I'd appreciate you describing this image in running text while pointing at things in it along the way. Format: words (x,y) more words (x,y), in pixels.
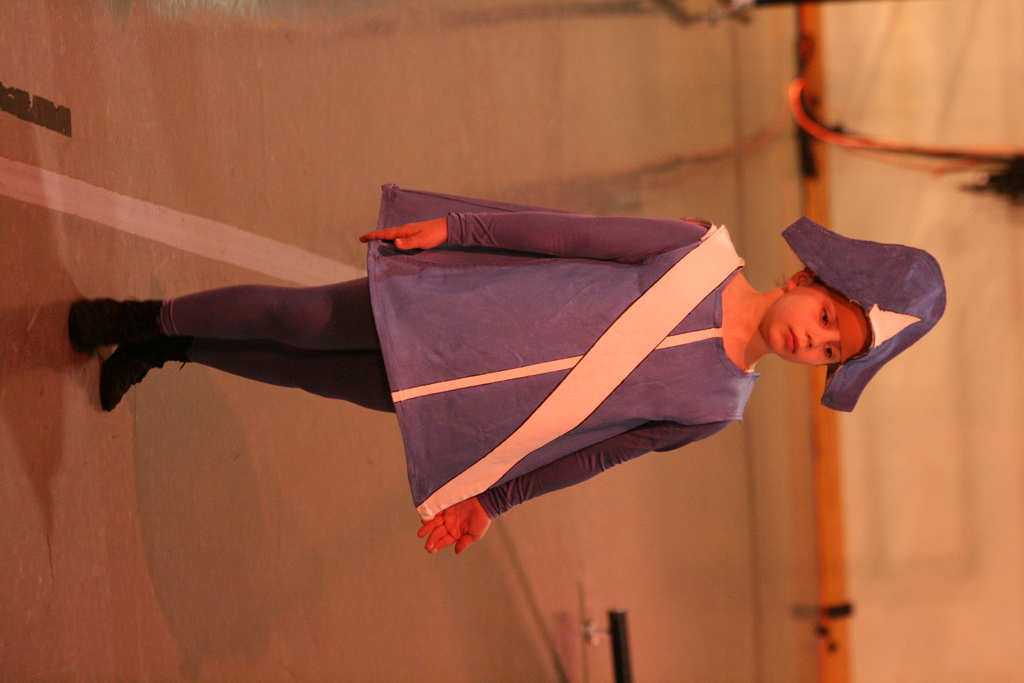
In this image, we can see a kid (340,358) is standing on the floor (61,421). Here we can see white and black lines (155,212). Right side of the image (824,90), we can see few objects (624,680).
